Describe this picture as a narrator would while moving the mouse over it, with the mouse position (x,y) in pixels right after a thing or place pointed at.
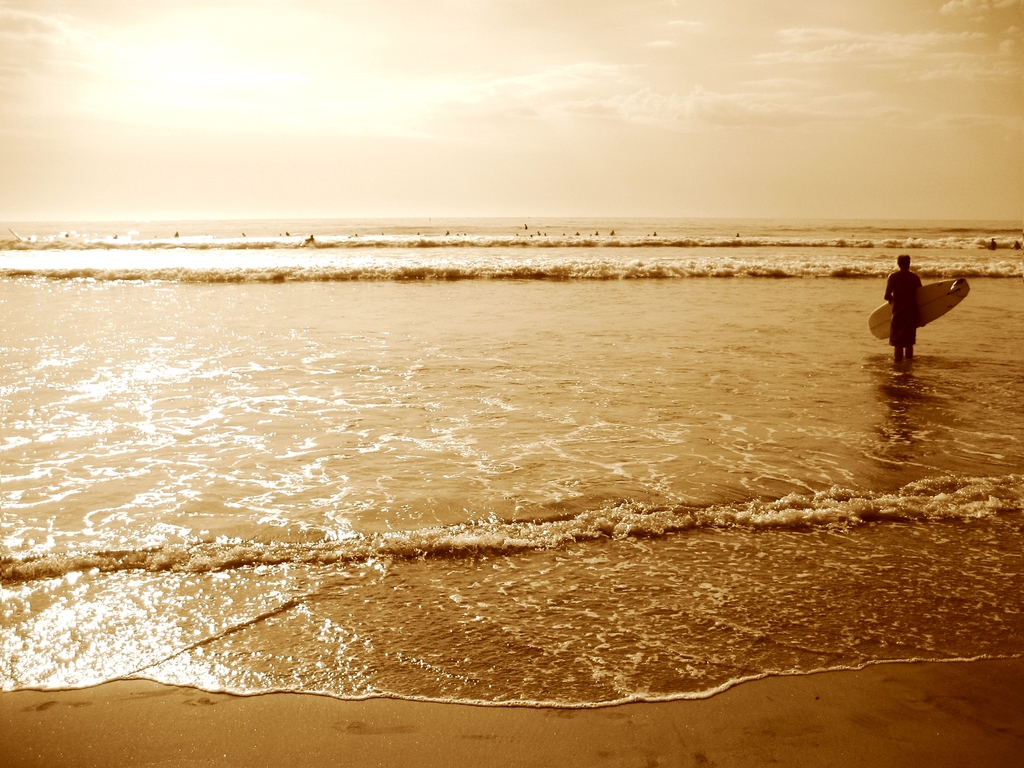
In this image we can see a person (911,301) holding a surfboard (948,302) in the water (480,338) and the sky (490,110) on the top (599,127).
